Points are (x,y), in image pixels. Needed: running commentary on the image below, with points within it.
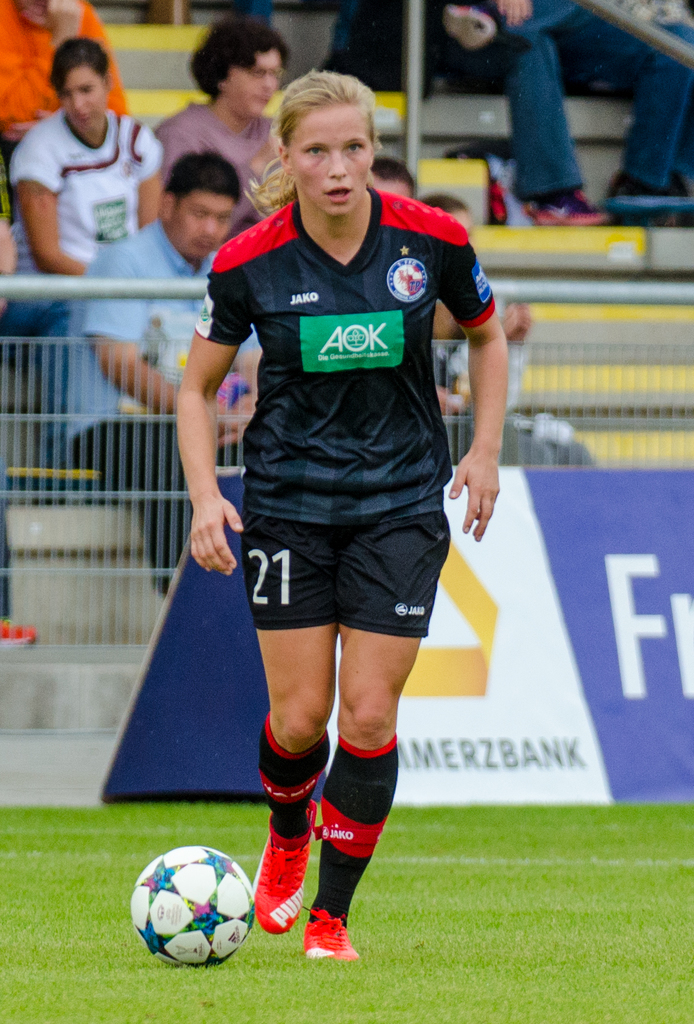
This image is clicked in a ground (362,997). There is a woman (357,722) wearing black dress (339,374) and playing football. At the bottom (542,936) there is green grass (573,882). In the background (117,256), there are people (399,76) sitting on the steps (69,542).
